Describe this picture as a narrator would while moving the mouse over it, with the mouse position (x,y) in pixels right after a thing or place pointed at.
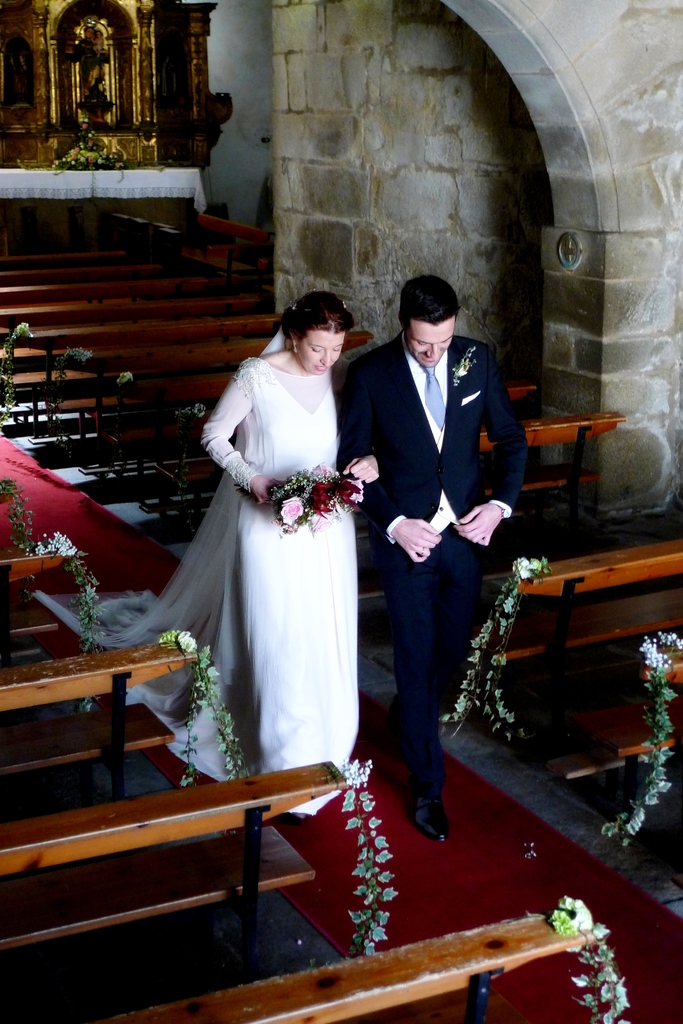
In this image we can see a couple (238,548) walking and we can also see some benches (357,999), arch (562,86), wall (426,23) and flowers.
